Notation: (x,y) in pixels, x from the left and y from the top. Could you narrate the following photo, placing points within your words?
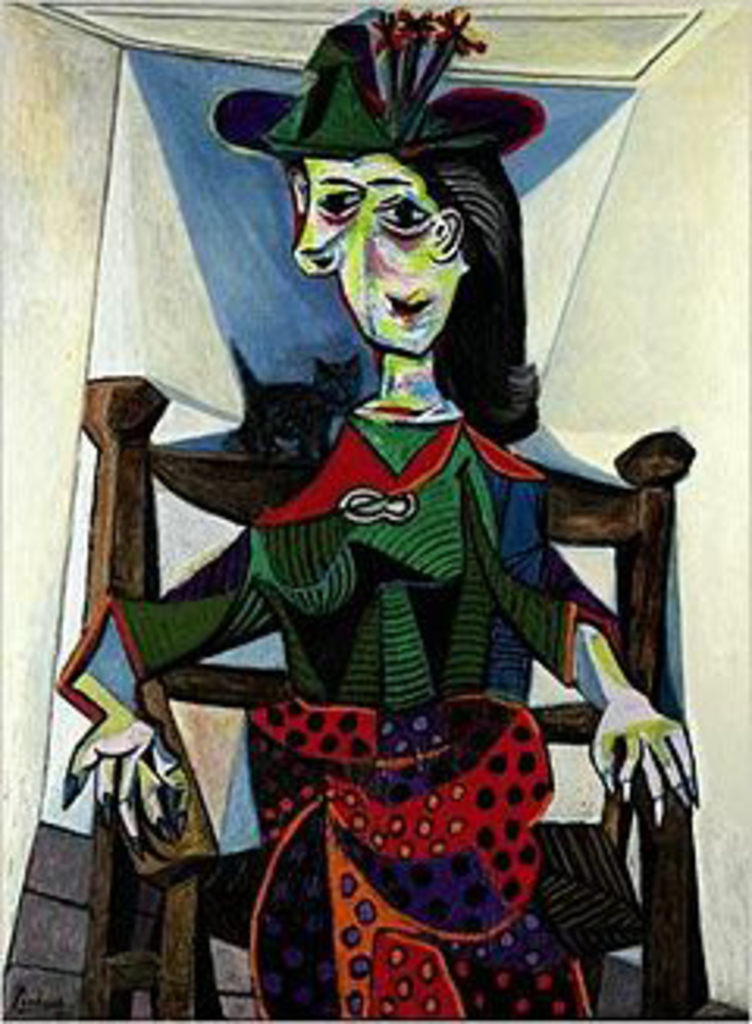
In this picture we can see a painting (582,904), in this painting (587,900) we can see a person (511,847) is sitting on a chair (681,952).
